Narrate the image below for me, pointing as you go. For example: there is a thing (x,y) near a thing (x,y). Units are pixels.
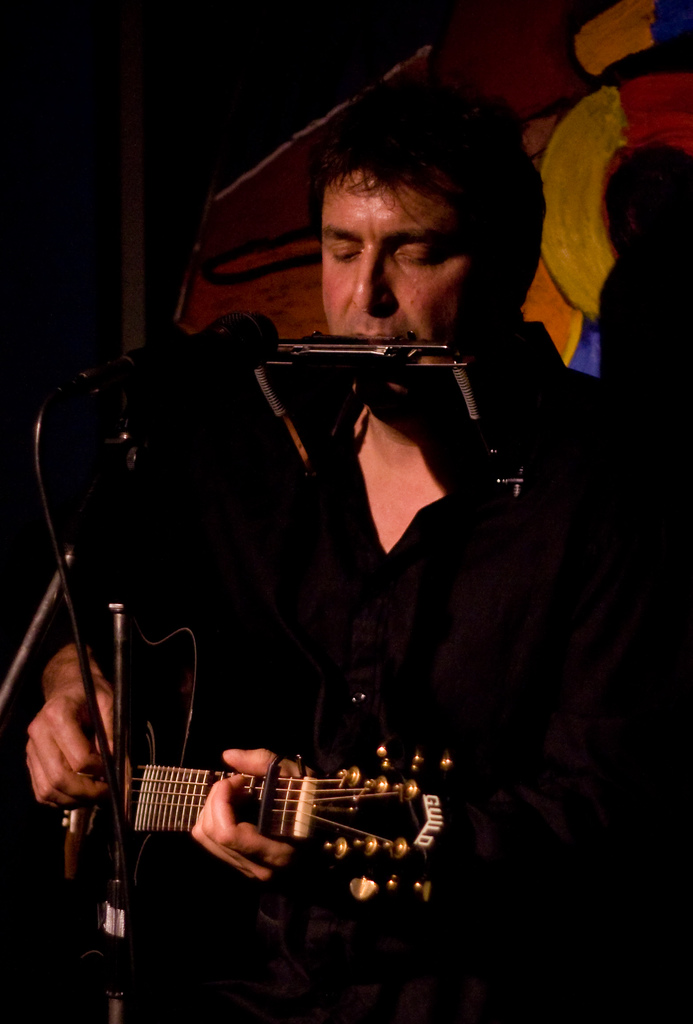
This image there is a person (471,360) standing is playing a guitar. There is a mike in front of him. There is a shadow (610,366) at the back side (605,335).
